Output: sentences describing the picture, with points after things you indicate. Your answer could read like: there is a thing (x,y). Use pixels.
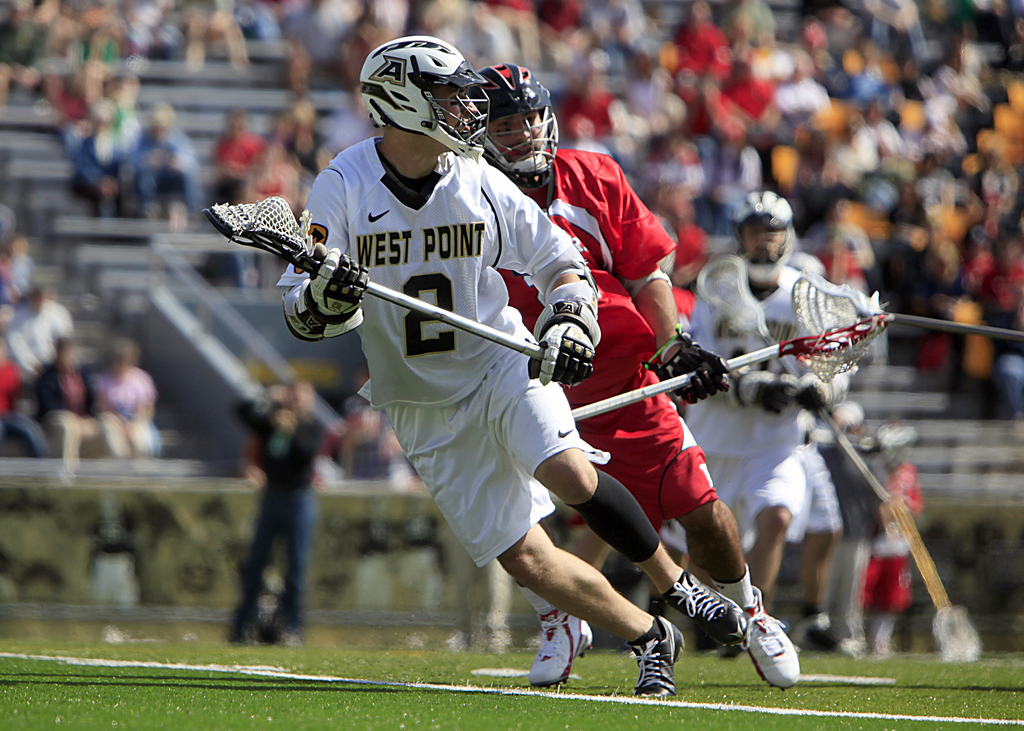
In this picture we can see some people (701,485) wore helmets (365,83), holding lacrosse sticks (870,315) with their hands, running on the ground (340,721) and in the background (942,126) we can see a group of people (234,23), some objects (52,129) and it is blurry.
